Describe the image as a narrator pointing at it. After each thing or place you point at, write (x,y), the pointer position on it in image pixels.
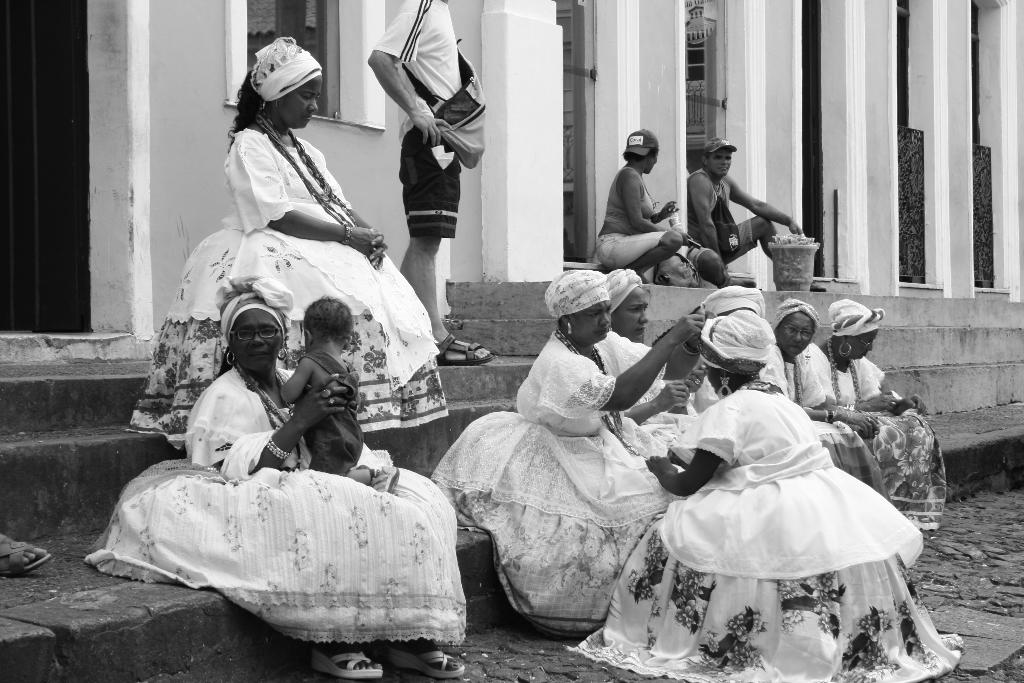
In this picture we can see some people (624,496) sitting on stairs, there is a man (426,187) standing here, he is carrying a backpack (464,123), in the background (712,95) there is a building (743,75), these two persons (697,198) wore caps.
